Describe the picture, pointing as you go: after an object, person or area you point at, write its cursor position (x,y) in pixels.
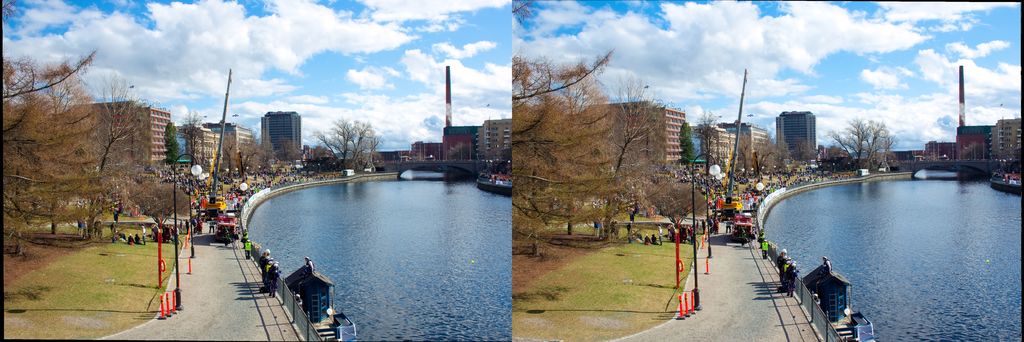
This is a collage image. There is water (405,243) to the right side of the image (950,300). There are trees (207,161). In the background of the image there are buildings (224,127). There is grass (105,264). There is a fencing (291,318).
